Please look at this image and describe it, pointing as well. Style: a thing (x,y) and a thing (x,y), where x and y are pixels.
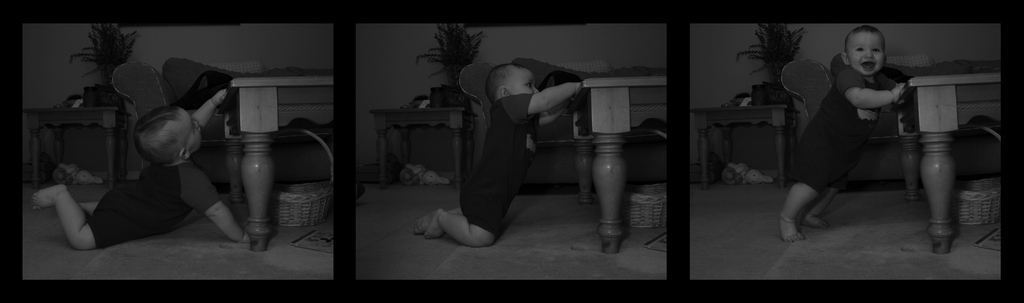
This is a collage image where in one image baby (164,154) is holding table (267,107) and in other standing on knees (490,233) and in last image baby (857,147) stand and smiling and in background (774,123) we can see table (756,115) and on table (737,111) we have flower pot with plant (769,65) in it.
